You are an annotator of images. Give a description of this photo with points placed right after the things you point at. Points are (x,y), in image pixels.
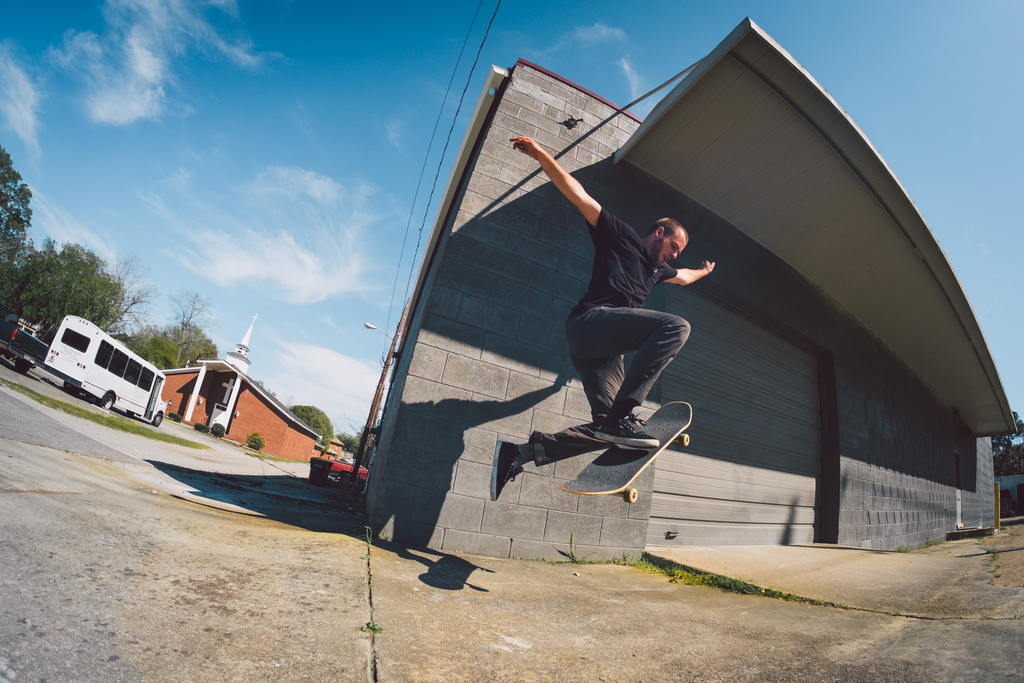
In this image we can see a person (687,279) on a skateboard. We can also see some buildings (393,457), poles (355,471), wires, a street pole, a trash bin (317,478), some vehicles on the road (157,454), grass (133,421), a group of trees (159,357) and the sky (247,301) which looks cloudy.
